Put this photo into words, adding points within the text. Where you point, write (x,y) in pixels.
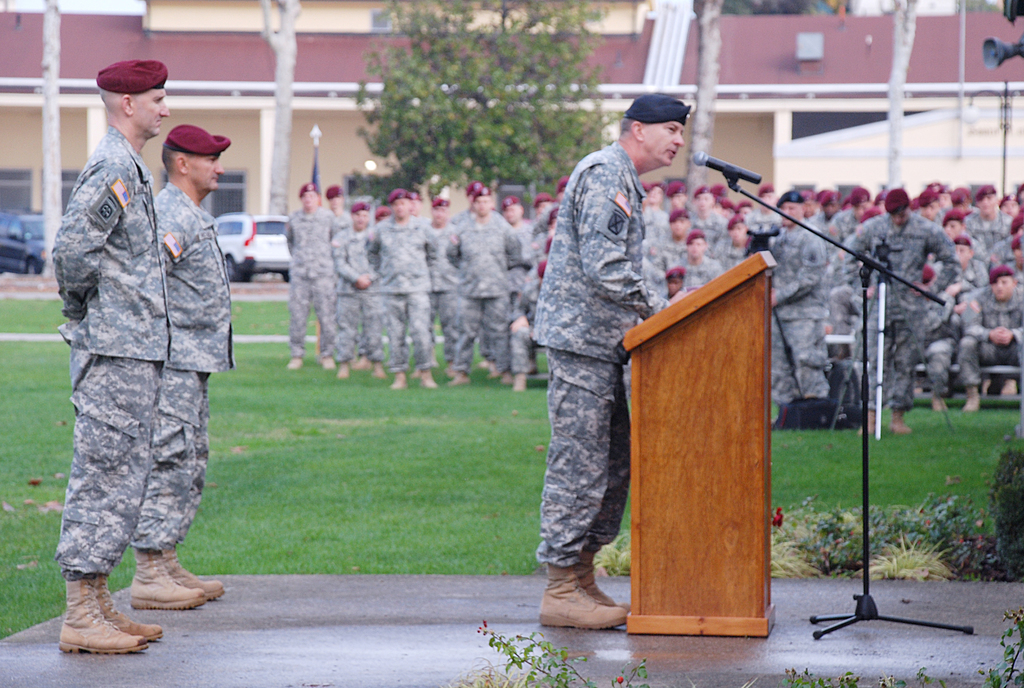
As we can see in the image there are group of people (329,295) wearing army dress (429,321). the man (649,166) over here is talking on mic (754,183). There is grass (300,526), cars (5,219), tree (281,46) and a building (264,59).
